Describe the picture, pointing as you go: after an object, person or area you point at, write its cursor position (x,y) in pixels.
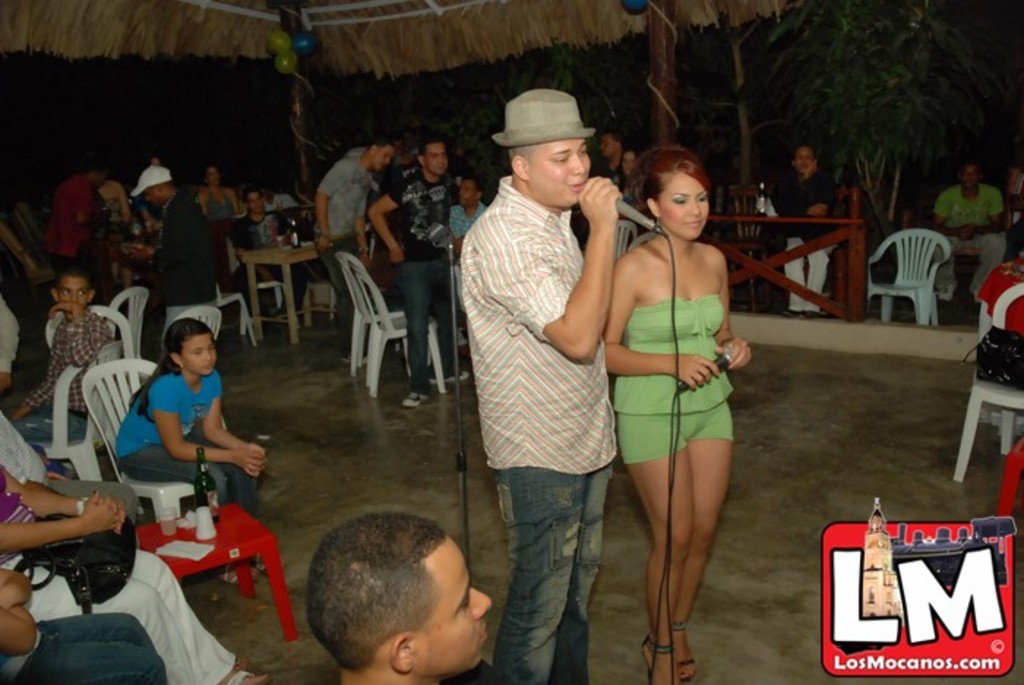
In this image there are few people (219,208) sitting on chairs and few are standing a man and woman (677,261) are holding mics (642,226) in their hands (688,369), in the bottom right (926,651) there is a text (879,659).
